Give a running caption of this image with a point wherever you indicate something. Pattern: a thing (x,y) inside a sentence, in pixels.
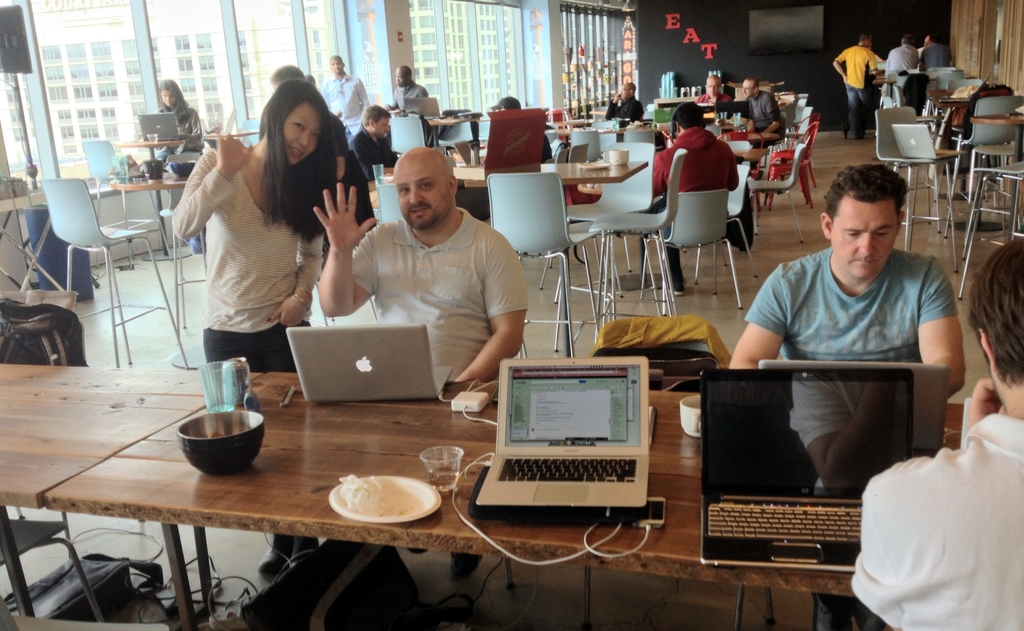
In this picture we can see a woman (229,168) standing on the floor (732,326), and a person (356,231) sitting on a chair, and in front (389,377) on the table (359,418) there is laptop (339,359) a glass (211,395), and a plate (424,506) and tea cup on it, and in opposite a person (864,283) is sitting on a chair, and here the group of people (719,87) sitting and working, and here is the glass (266,22), and opposite there is the building (204,29), and at back (717,29) here is the wall (735,29), and here there are group of people (919,65) standing and talking.
